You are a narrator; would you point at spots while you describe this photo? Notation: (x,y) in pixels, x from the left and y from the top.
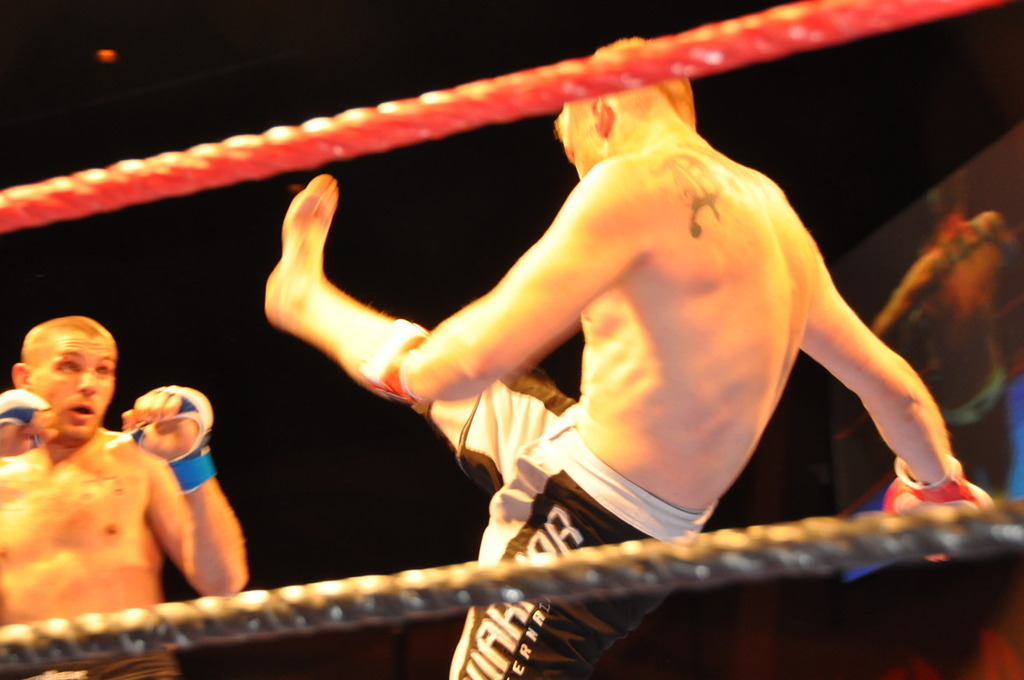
In this image, we can see two persons (105,469) fighting. There is a rope (441,137) at the top (432,126) and at the bottom of the image (527,574).
